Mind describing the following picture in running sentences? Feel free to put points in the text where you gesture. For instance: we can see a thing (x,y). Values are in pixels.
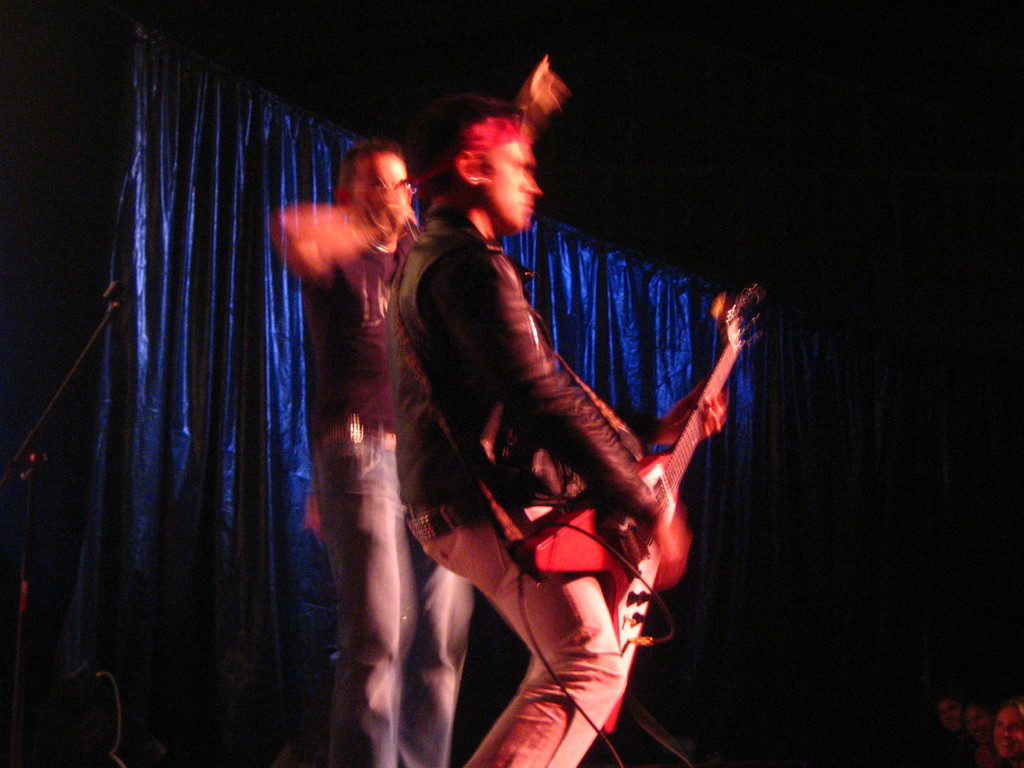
This picture shows a man (615,452) standing and playing guitar (738,309) and we see other man (374,188) standing on his back and we see a microphone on the side and we see a blue curtain (338,142) on their back.
